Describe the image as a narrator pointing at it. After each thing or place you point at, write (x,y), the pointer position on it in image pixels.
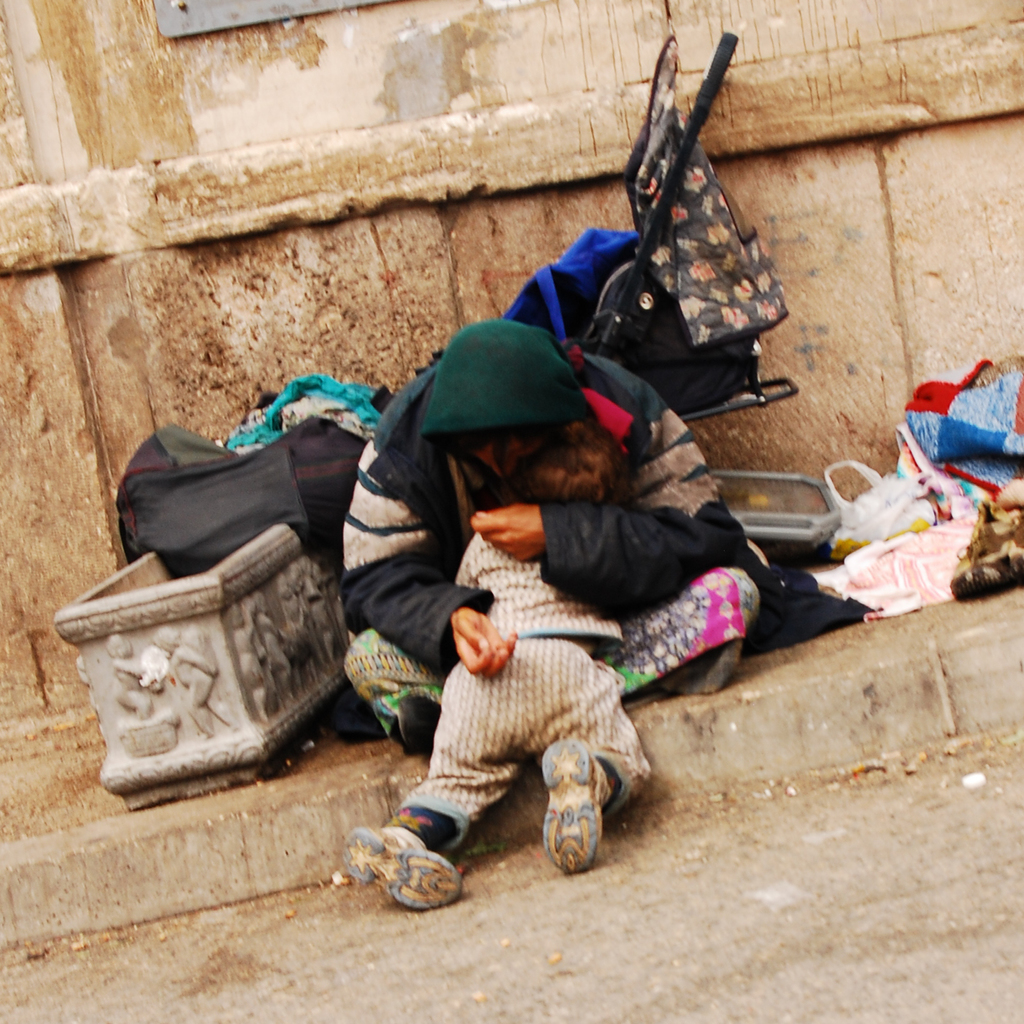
In the middle of the image (652,417) a person (460,598) is sitting and holding a baby (533,499). Behind the person (459,493) there are some bags (130,479) and clothes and wall (329,50).
